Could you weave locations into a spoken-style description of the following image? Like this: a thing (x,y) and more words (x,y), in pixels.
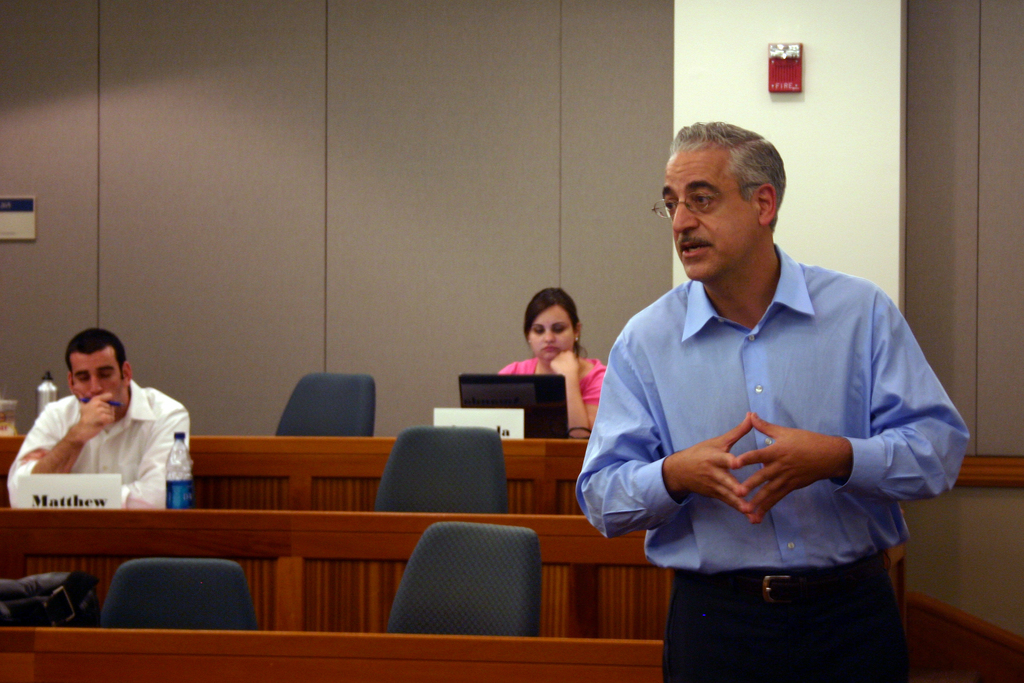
In this image we can see a man (87,455) and a woman (523,361) sitting on the chairs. Here we can see a man (734,648) is standing. There are chairs (469,553), bottles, tables (379,581), name boards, and a laptop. In the background (586,247) we can see wall (1000,288), pillar (699,43), and other objects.
